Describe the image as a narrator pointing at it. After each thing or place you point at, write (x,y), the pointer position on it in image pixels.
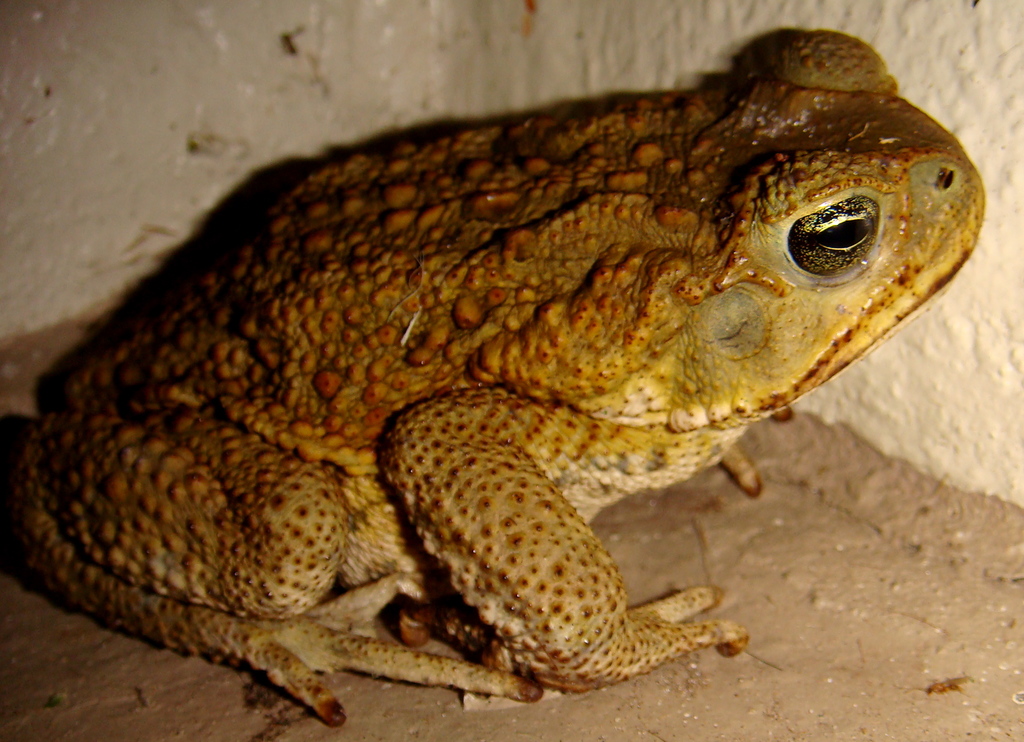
There is a brown color frog (541,298). In the back (517,114) there is a wall (983,285).
